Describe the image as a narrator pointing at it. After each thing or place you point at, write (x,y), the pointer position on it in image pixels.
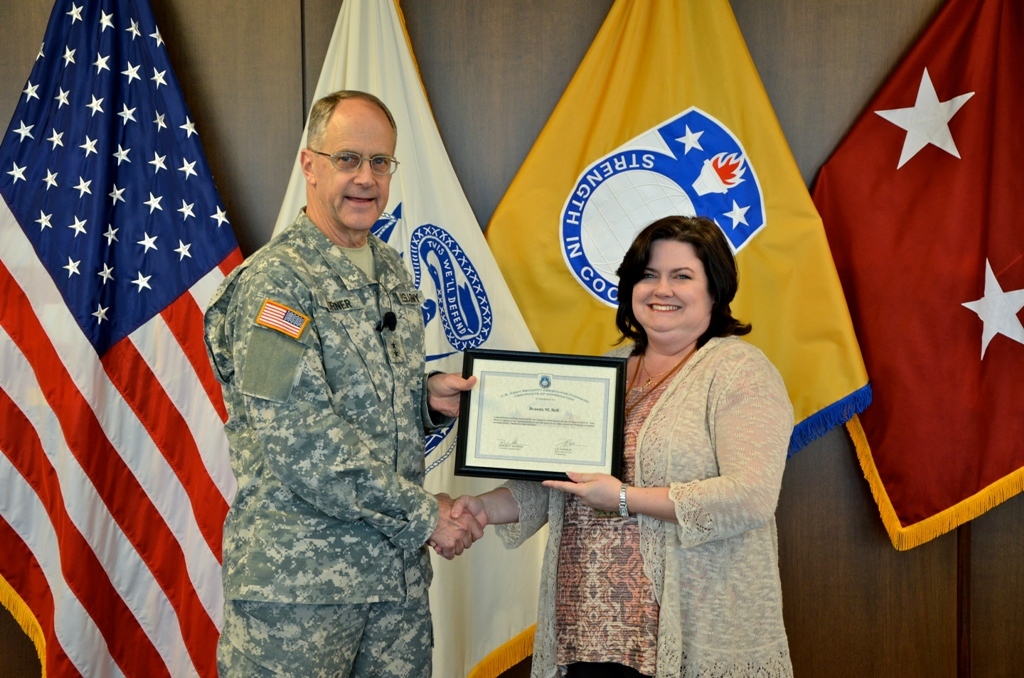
In this picture we can see there are two persons (342,561) standing and holding a certificate (500,423). Behind the people (421,366), there are flags (771,290) and a wooden wall (13,106).
